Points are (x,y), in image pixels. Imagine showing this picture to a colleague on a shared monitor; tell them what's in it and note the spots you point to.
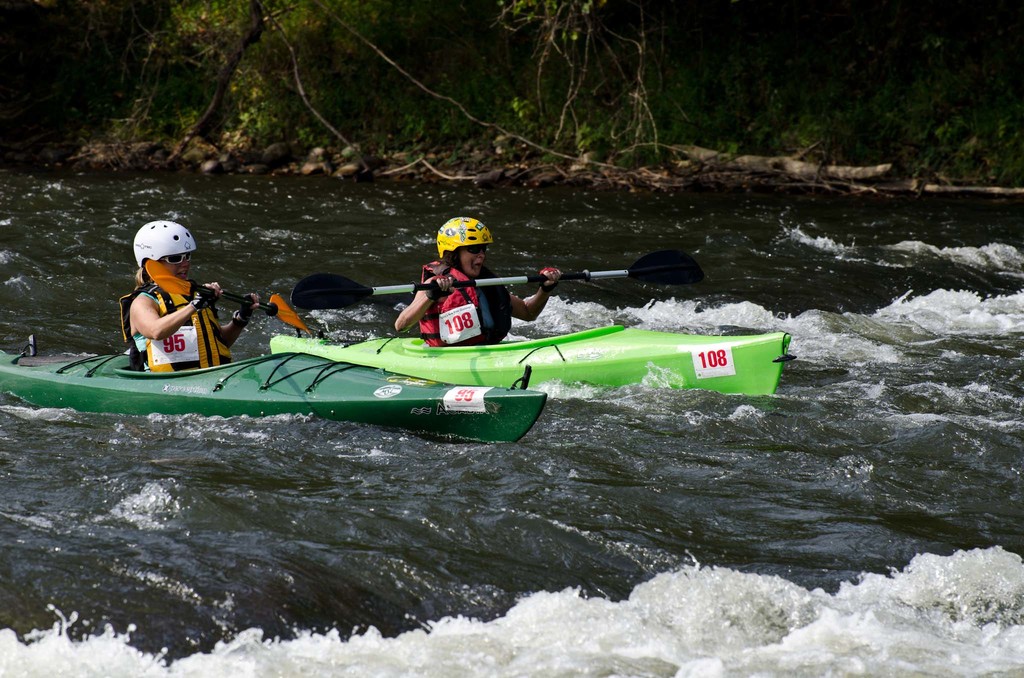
In this picture I can see couple of boats (370,396) on the water (459,600) and I can see couple of persons (447,321) sitting in the boats (458,376) and holding paddles (341,302) in their hands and I can see trees (624,78) in the background (641,110) and a tree bark (862,175) on the ground (669,155).
